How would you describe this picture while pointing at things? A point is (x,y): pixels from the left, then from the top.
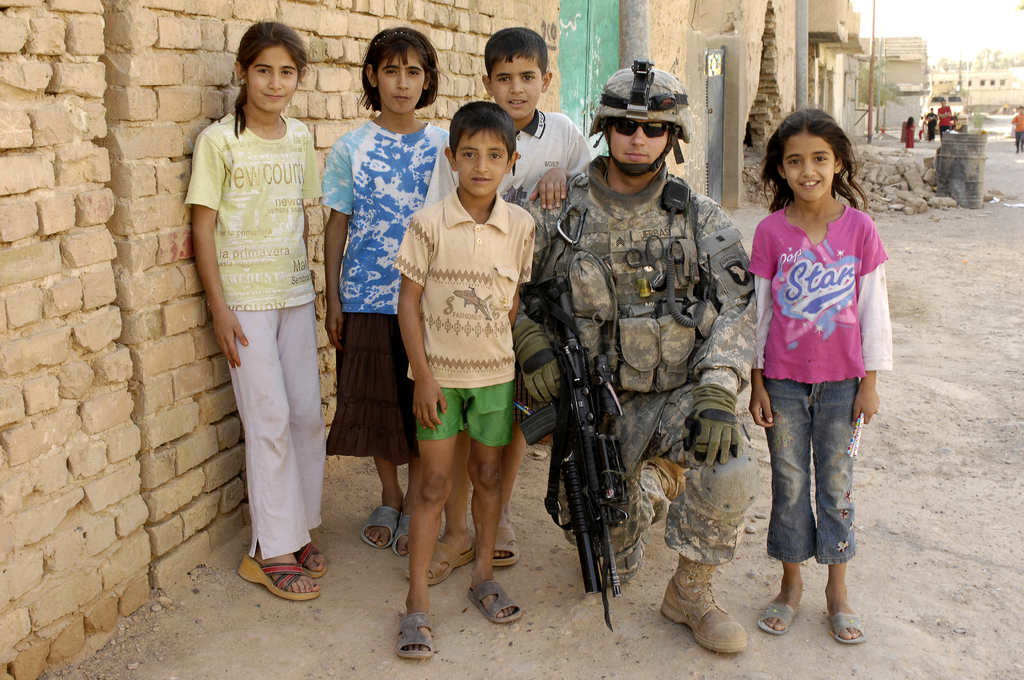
In this image we can see few people (506,188) standing on the ground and a person (631,310) is wearing uniform (653,195) is holding a gun (591,434), there are few buildings (785,93) on the left side (333,76) and in the background (931,111) there are few people (941,120) and buildings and a pole (871,117).
